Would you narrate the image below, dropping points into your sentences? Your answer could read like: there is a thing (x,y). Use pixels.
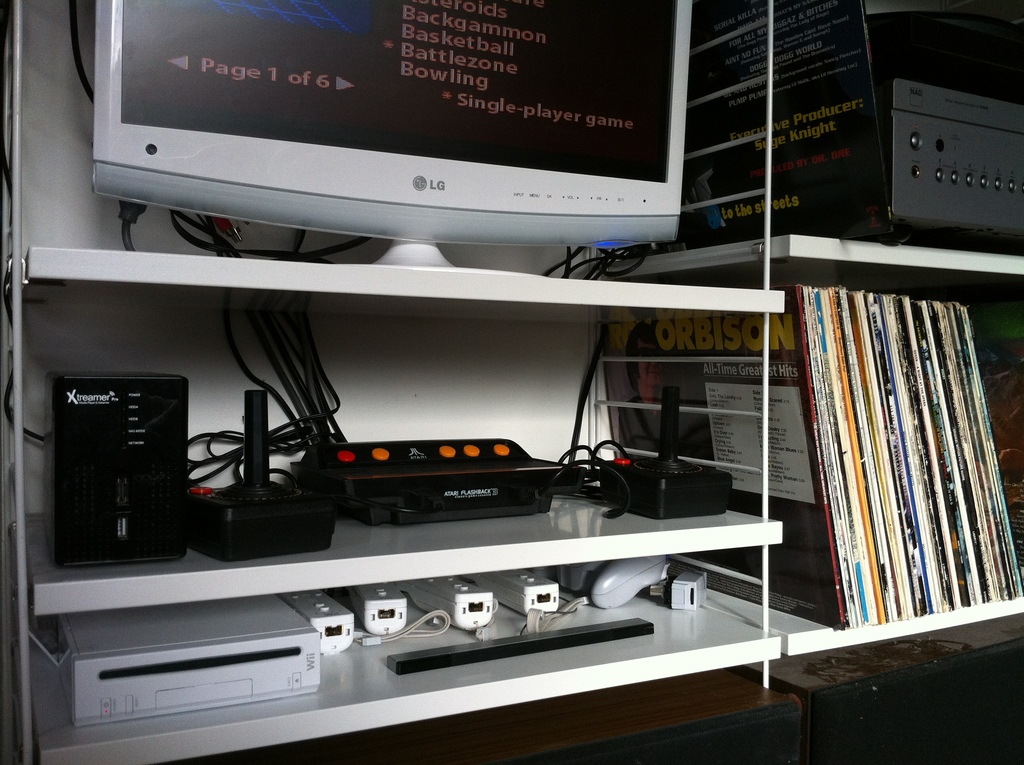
In this image I see a monitor (493,207) over here and on the screen (396,116) I see words (401,46) and numbers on it and I see few electronic devices (428,474) over here and I see the wires (304,396) and I see few things (843,421) in this rack (984,263) and I see another electronic device (954,70) over here.
